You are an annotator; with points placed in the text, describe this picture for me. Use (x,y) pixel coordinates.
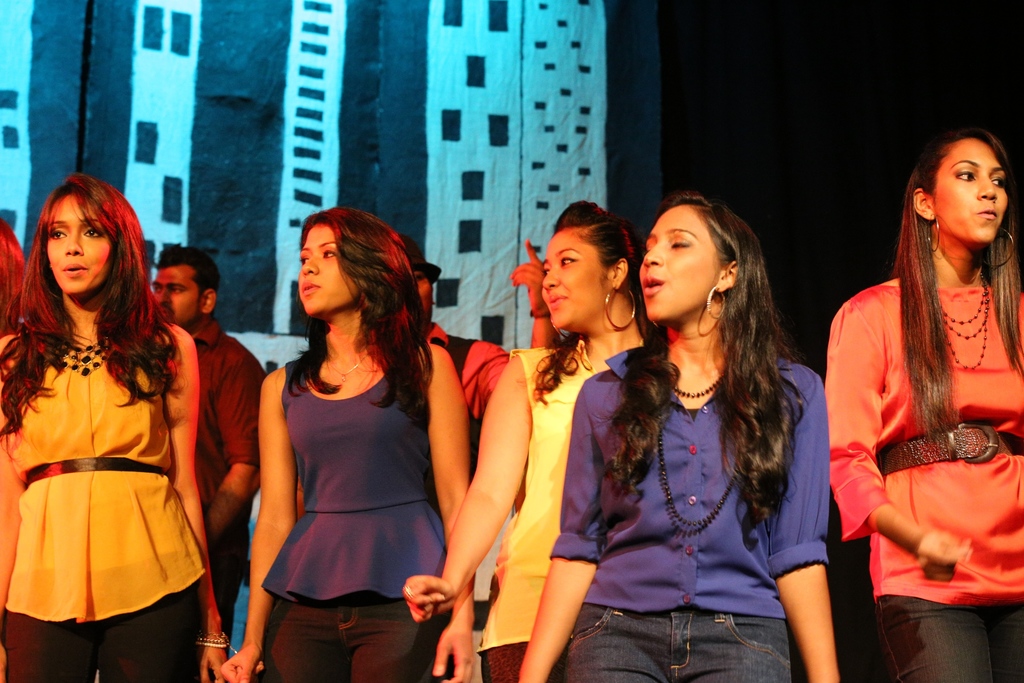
In the foreground of the picture (122,324) there are women (349,415) standing. In the background (191,305) there are two men (419,282). At the top (426,96) there are curtains (261,121).
